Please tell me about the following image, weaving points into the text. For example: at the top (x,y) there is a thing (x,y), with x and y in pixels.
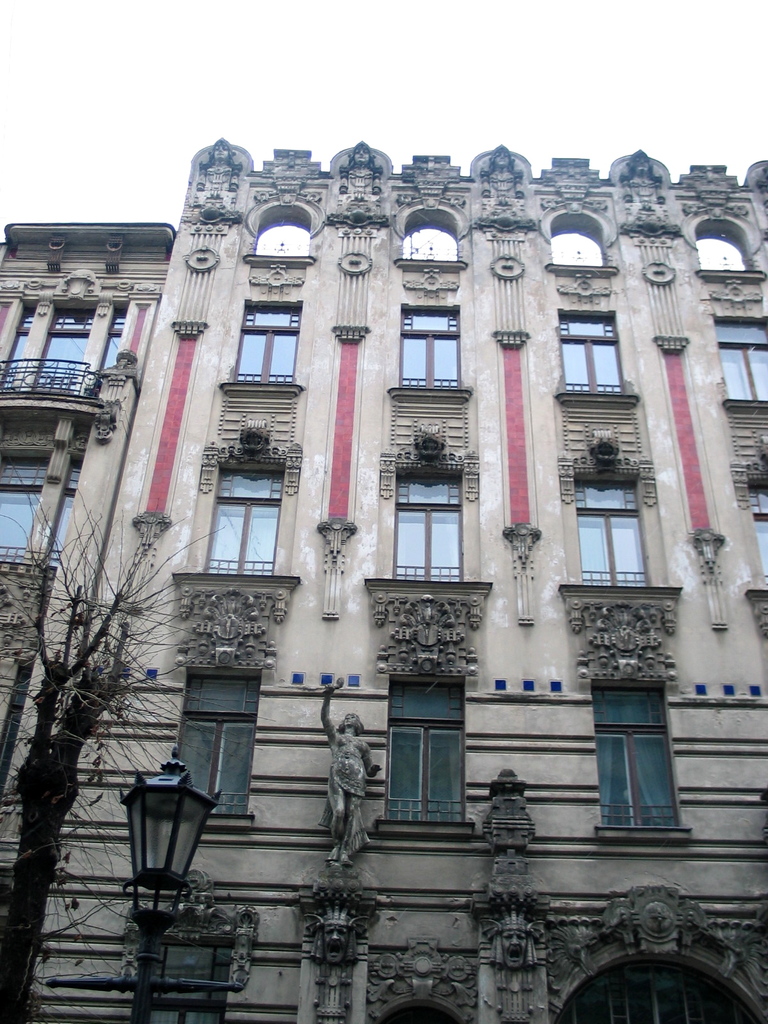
In this image on the bottom left hand corner (137,1005) there is a pole light (187,787) and there is a big building (530,229).
